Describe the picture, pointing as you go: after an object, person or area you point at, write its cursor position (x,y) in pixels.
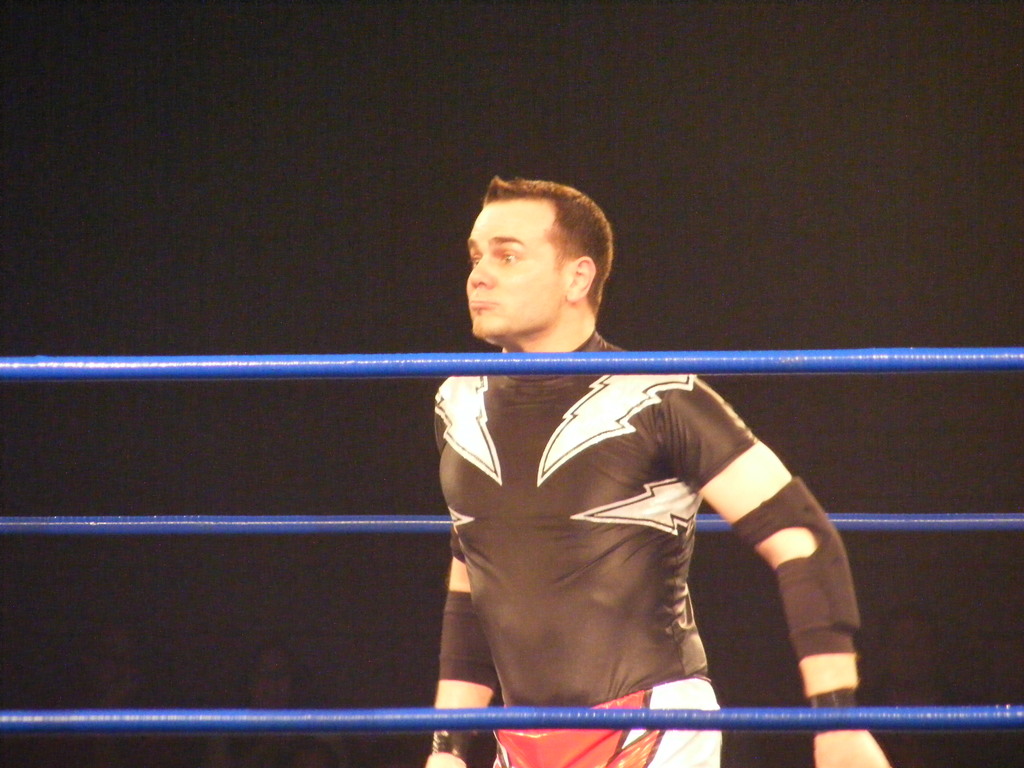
In this image I can see a person (633,450) wearing black, white and red colored dress (537,570) is standing in the wrestling ring (424,674). I can see blue colored ropes (401,727) and the black colored background (472,200).
